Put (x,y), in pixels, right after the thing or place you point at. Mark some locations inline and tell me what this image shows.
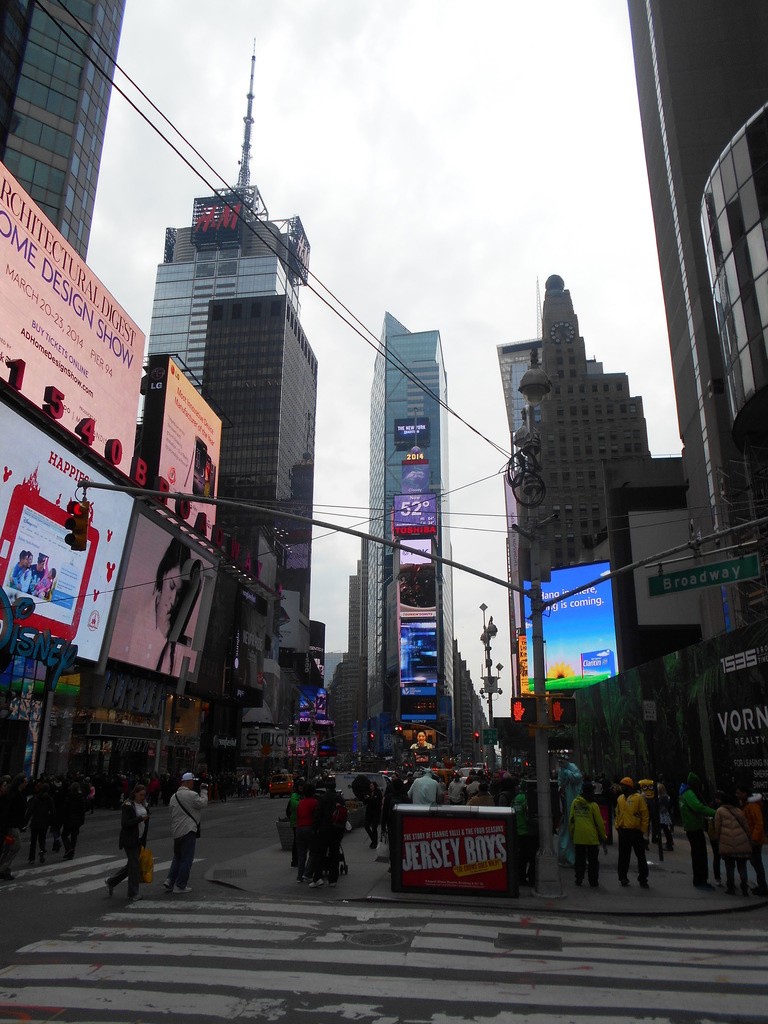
In this image there are group of people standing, poles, lights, buildings (378,619), screens (15,438), and in the background (383,257) there is sky (296,212).
